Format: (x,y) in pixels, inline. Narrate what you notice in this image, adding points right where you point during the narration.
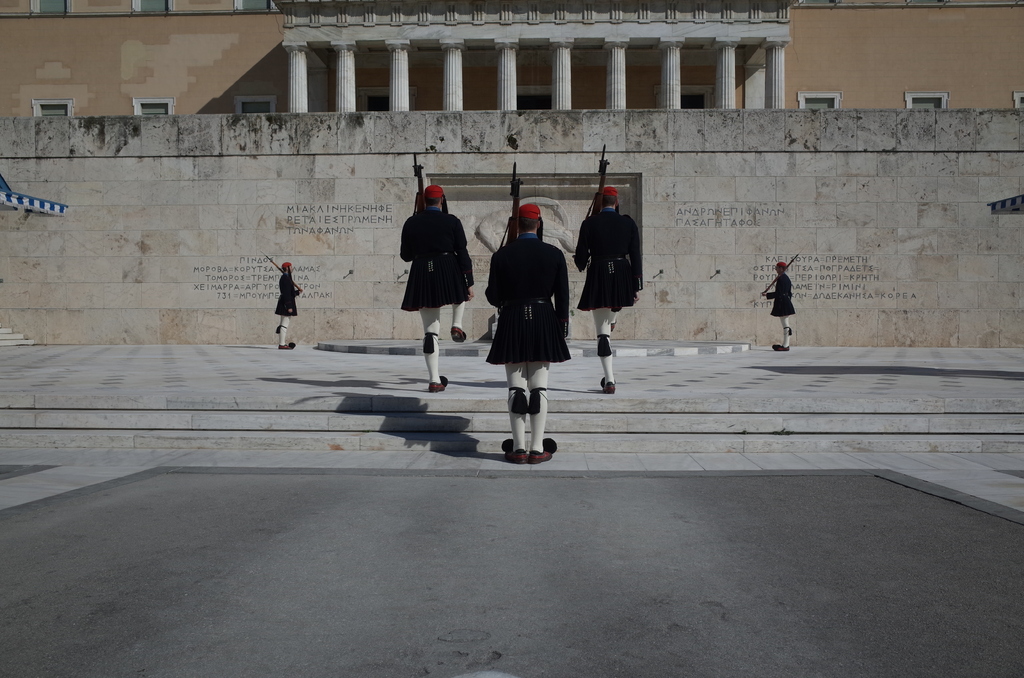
In this image, there is an outside view. There are some persons (785,299) in the middle of the image (528,365) wearing clothes (464,298) and holding guns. There is a wall (696,181) in front of the building (571,53) which is at the top of the image (542,54).
